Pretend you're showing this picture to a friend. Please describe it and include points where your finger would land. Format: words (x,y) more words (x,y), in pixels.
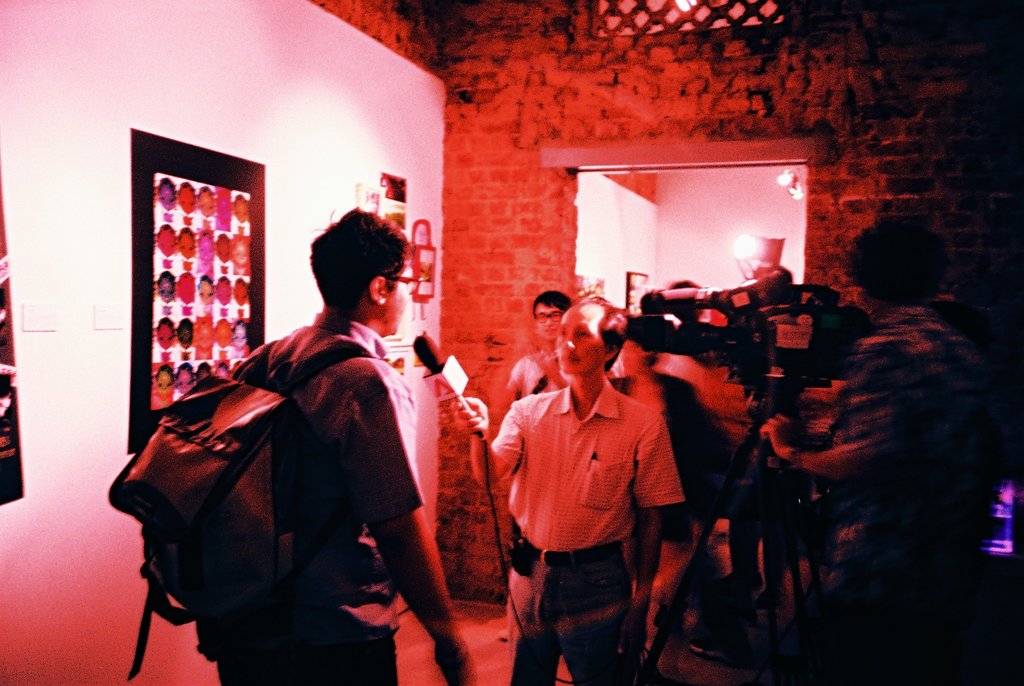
In this image I can see a person (361,330) standing wearing a bag (312,358), I can also see the other person (570,371) holding a microphone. Background (210,337) I can see a camera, a paper (234,163) attached to the wall (331,169) and I can see few lights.
